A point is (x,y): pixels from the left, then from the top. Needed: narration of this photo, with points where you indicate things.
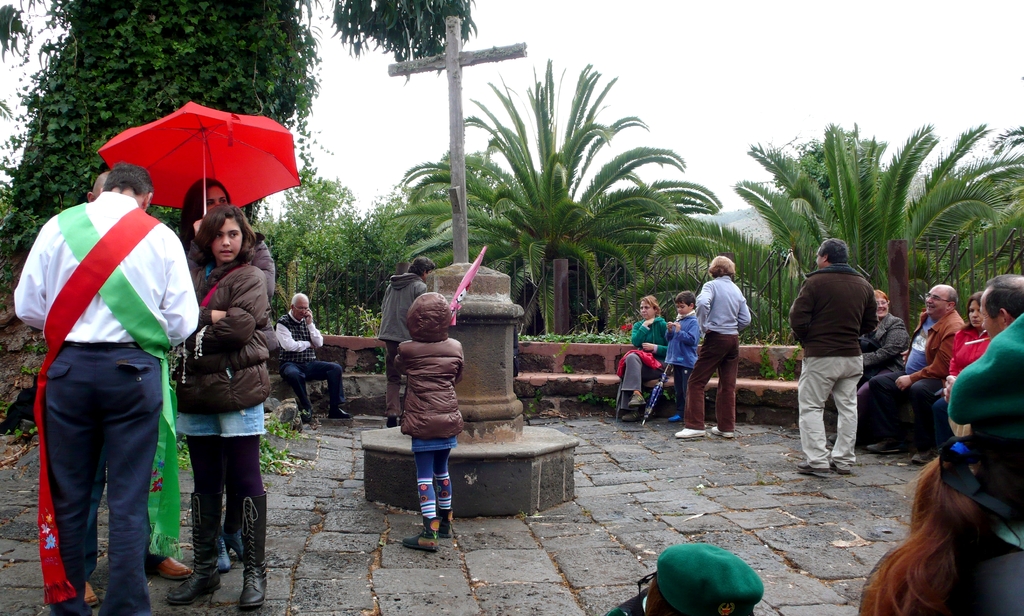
In the picture we can see a path (628,511) with rock tiles (672,486) and in the middle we can see a stone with a cross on it and around it we can see some people (110,422) are standing and some are sitting on the bench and one woman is standing and holding an umbrella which is red in color and in the background (15,141) we can see plants (192,47), trees (396,13) and sky (906,8).
